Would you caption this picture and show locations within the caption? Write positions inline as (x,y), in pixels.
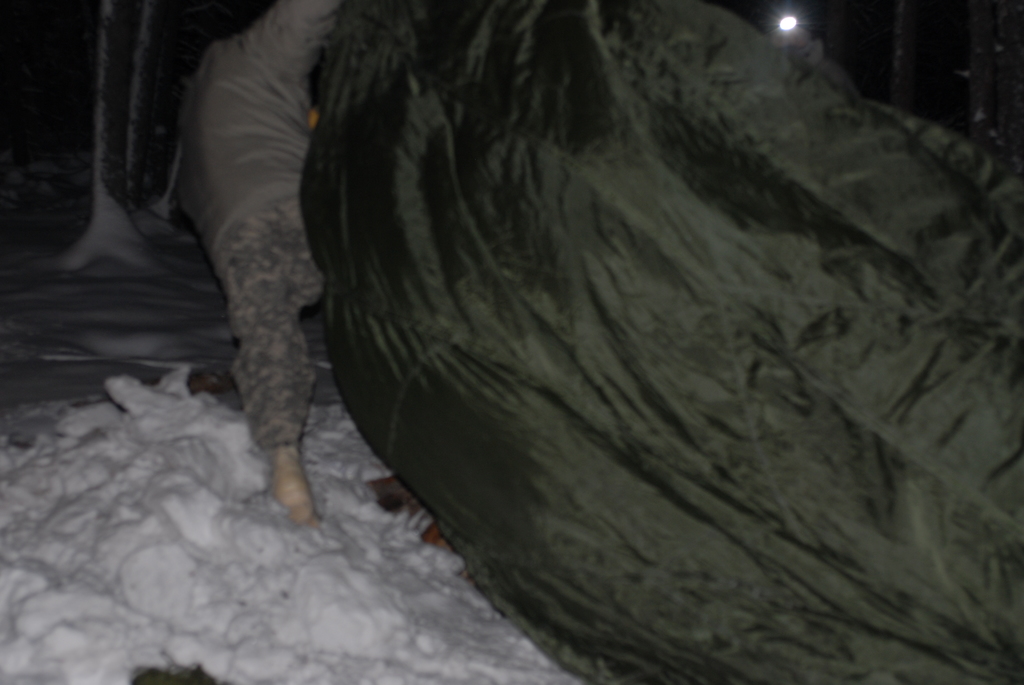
There is a person (291,440) standing on the snow surface (248,502), near a green color cover (877,183). In the background (816,18), there is a light (790,20) and there are other objects (150,70).
